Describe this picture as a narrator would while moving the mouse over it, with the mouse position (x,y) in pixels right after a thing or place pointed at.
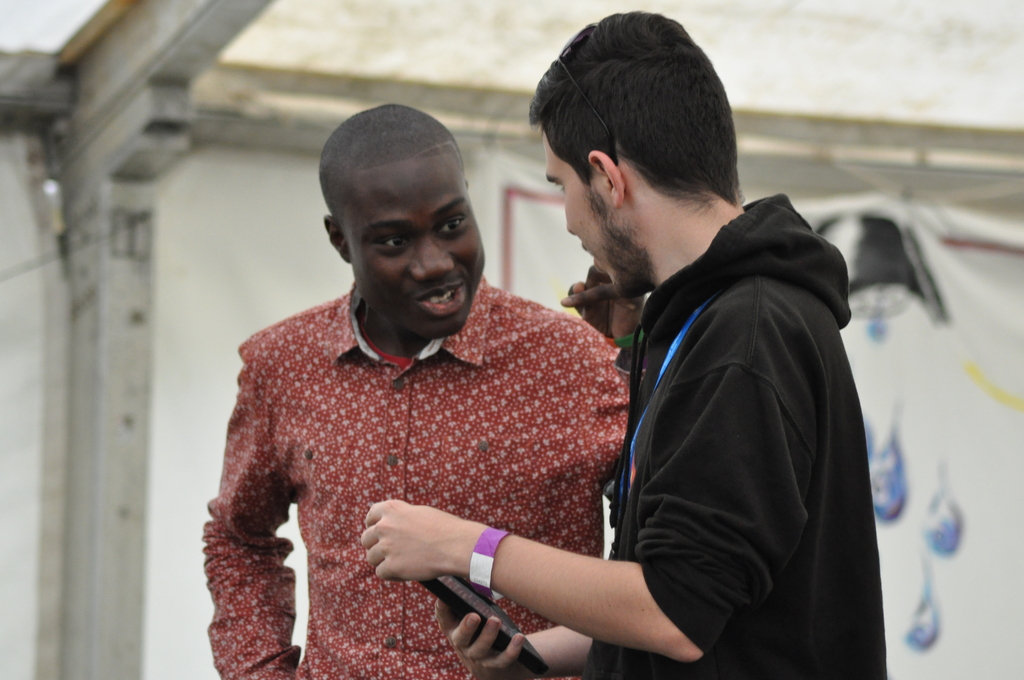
In this picture I can observe two men (633,297). One of them is wearing black color hoodie (755,427). In the background (192,355) I can observe a wall (200,374).
